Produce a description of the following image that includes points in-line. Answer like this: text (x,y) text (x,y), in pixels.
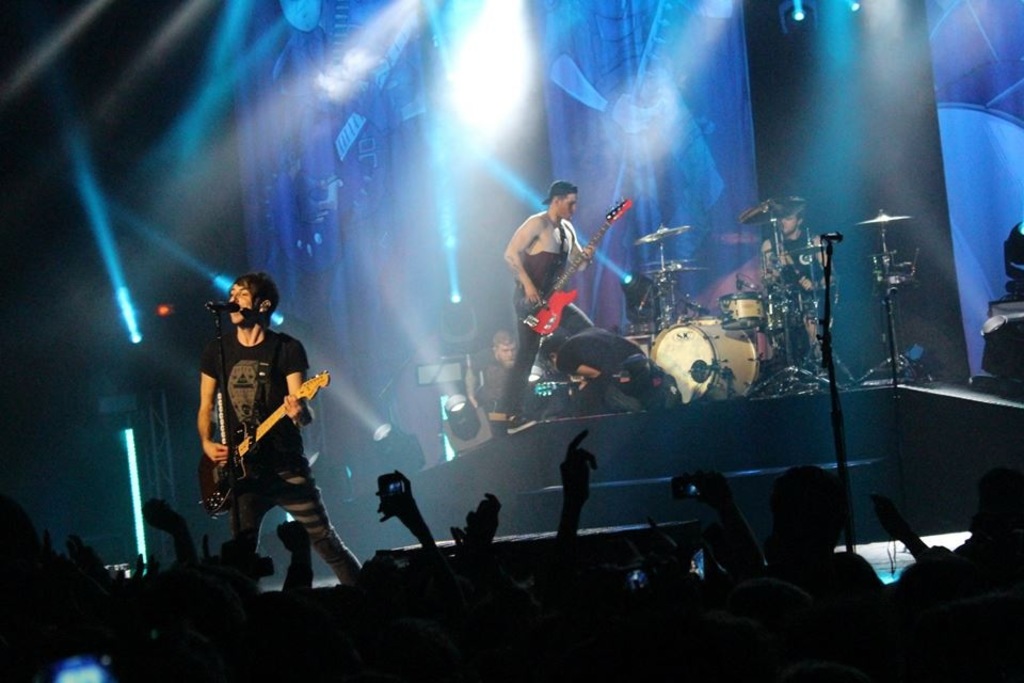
In this image I see a man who is holding a guitar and standing in front of a mic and I can also see there are lot of people (19,677) over here. In the background (251,15) I see the lights (278,316), few men (631,355) and the musical instruments (881,256).
